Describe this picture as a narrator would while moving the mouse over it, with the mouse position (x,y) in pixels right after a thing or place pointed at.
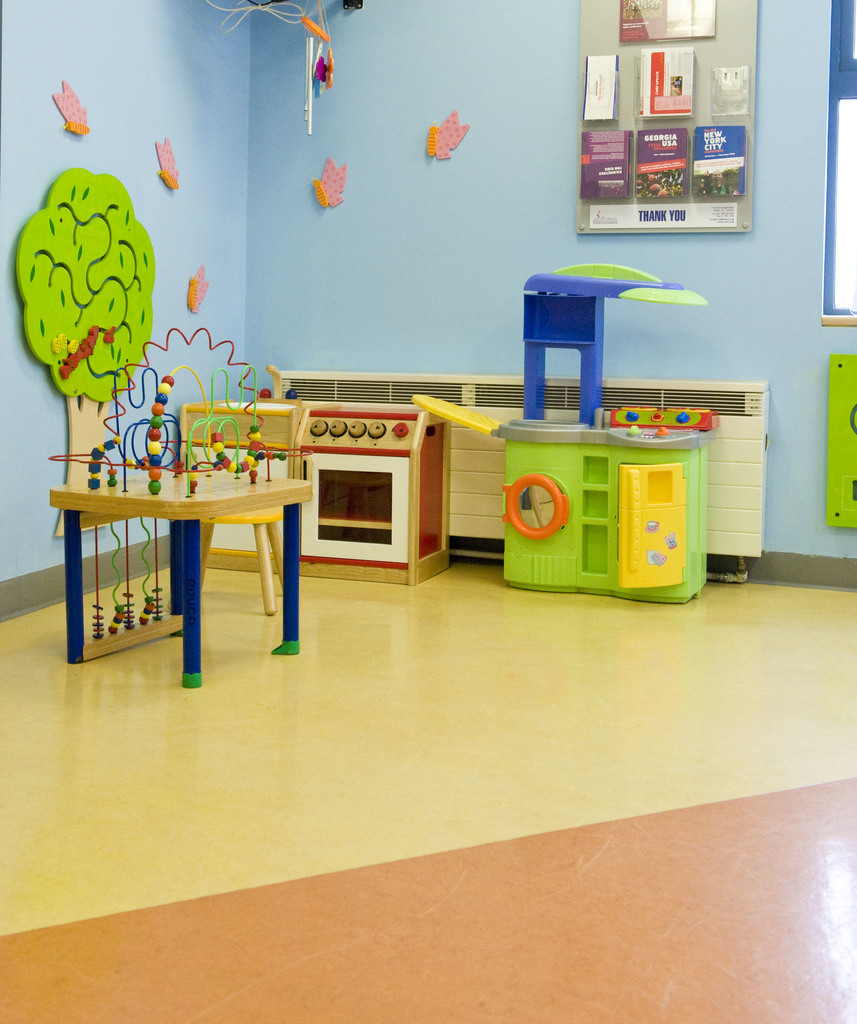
There is a table (213,495) at the left side of image (156,627) having some balls (162,391) on it. A tree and the birds image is fixed to the wall (292,54). Playing toys (439,561) are on the floor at the middle of image (531,544). Poster (624,222) is fixed to the wall (634,250) at the top of the image (634,212).
